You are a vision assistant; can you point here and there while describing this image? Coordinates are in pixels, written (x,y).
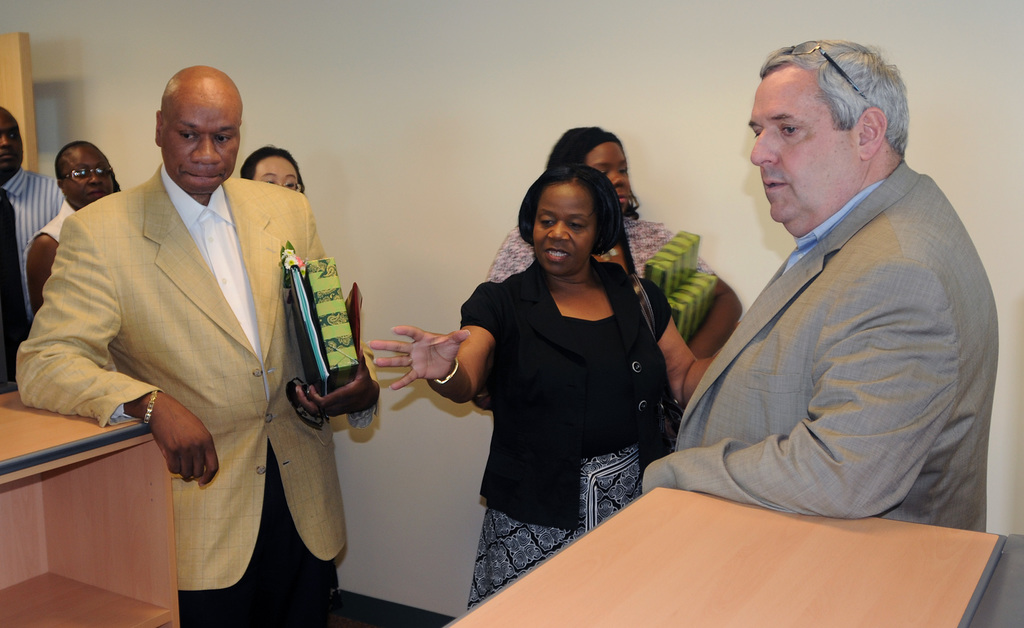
In this image there are people (8,190), door (26,140) and a wooden object (69,622) on the left corner (43,506). There is a person (848,452) and wooden object (735,544) on the right corner (825,541). There are people (807,286) in the foreground (198,155). And there is a wall (524,175) in the background (695,195).
